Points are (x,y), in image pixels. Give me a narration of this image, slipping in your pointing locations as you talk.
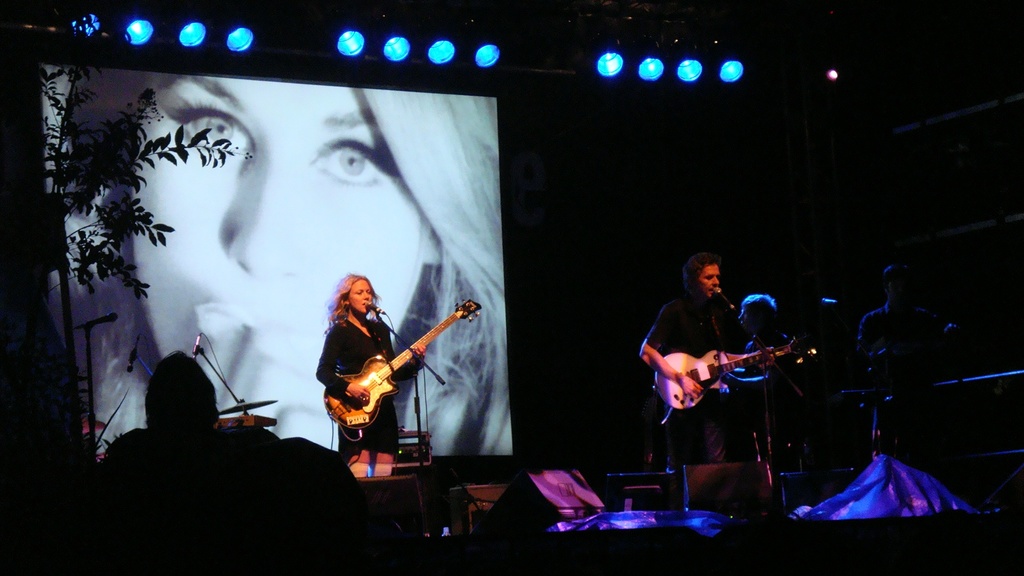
In this image we can see this people (360,367) are holding guitar (674,388) in their hands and playing it. They are singing through the mic (376,305) in front of them. In the background (441,310) we can see a screen (335,190) and show lights (605,59).
